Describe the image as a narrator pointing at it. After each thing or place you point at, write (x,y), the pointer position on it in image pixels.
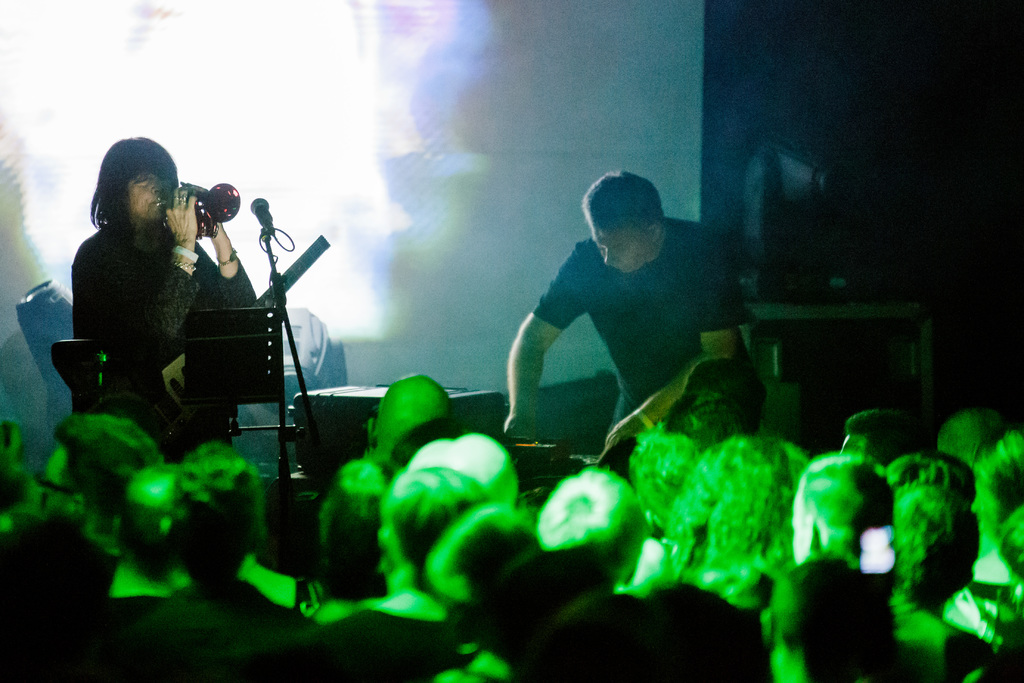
In this image, on the left side (151,286), we can see a person (170,232) standing and holding a musical instrument (199,221) in her hand (184,221), she is also wearing a guitar (150,405), she is also standing in front of the microphone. On the right side (701,269), we can also see another man (697,360) standing and holding an object (591,459) in his hand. In the background (476,201), we can see a screen (613,123) and black color. At the bottom (907,517), we can see some speakers (501,400) and a group of people (487,604).
